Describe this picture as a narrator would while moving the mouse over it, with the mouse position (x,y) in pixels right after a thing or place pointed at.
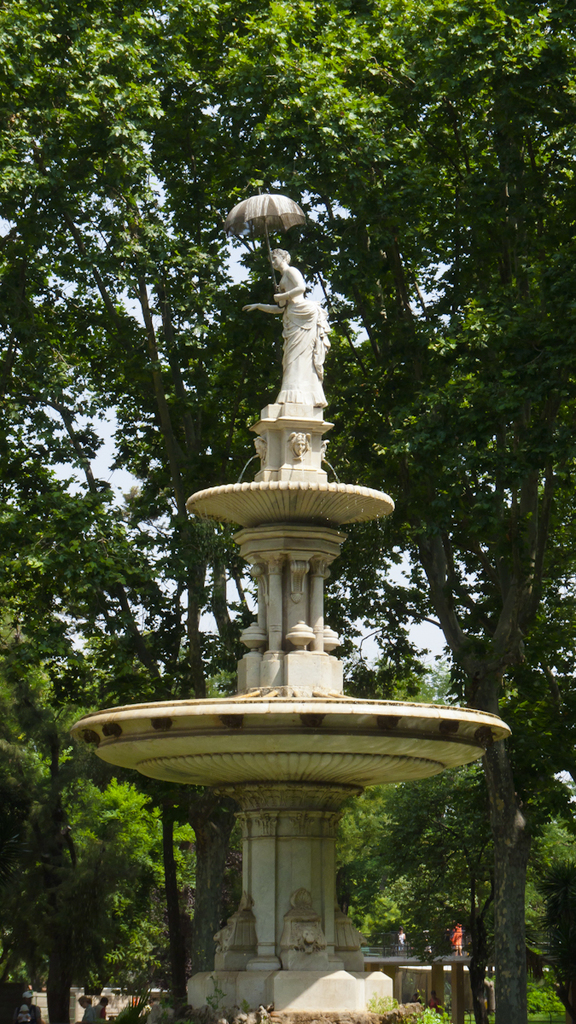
In this image, we can see a statue (301,359) and there are some green trees (186,57), we can see the sky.
